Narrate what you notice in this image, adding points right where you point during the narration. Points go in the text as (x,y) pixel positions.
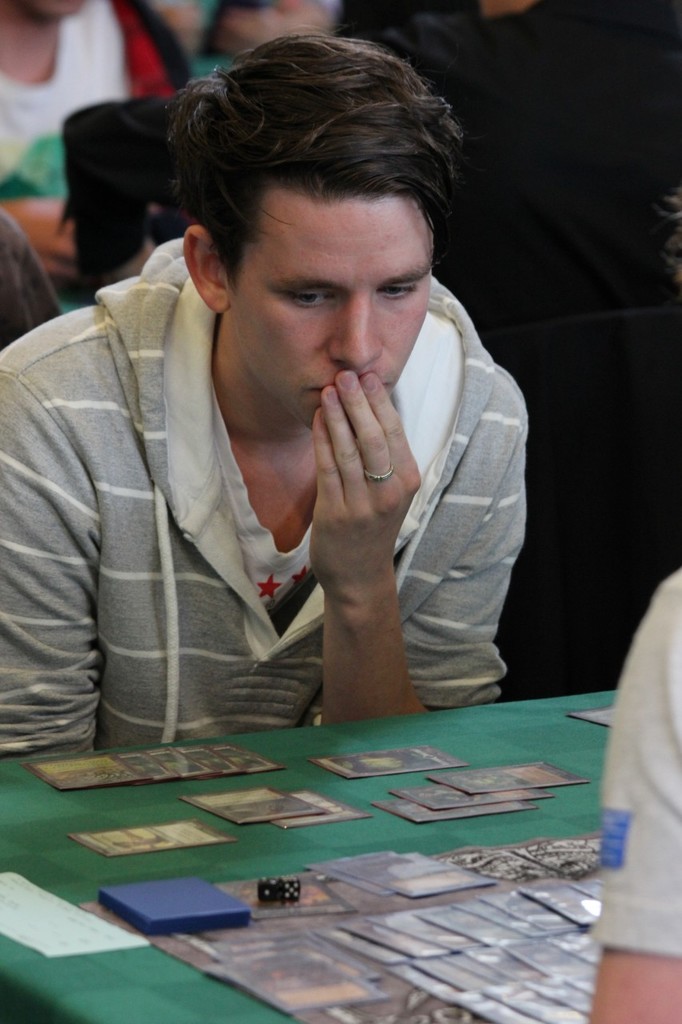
Here we can see a man (314,105). This is table (31,1011). On the table (337,789) there are cards (241,948). On the background (6,34) we can see some persons (38,67).
